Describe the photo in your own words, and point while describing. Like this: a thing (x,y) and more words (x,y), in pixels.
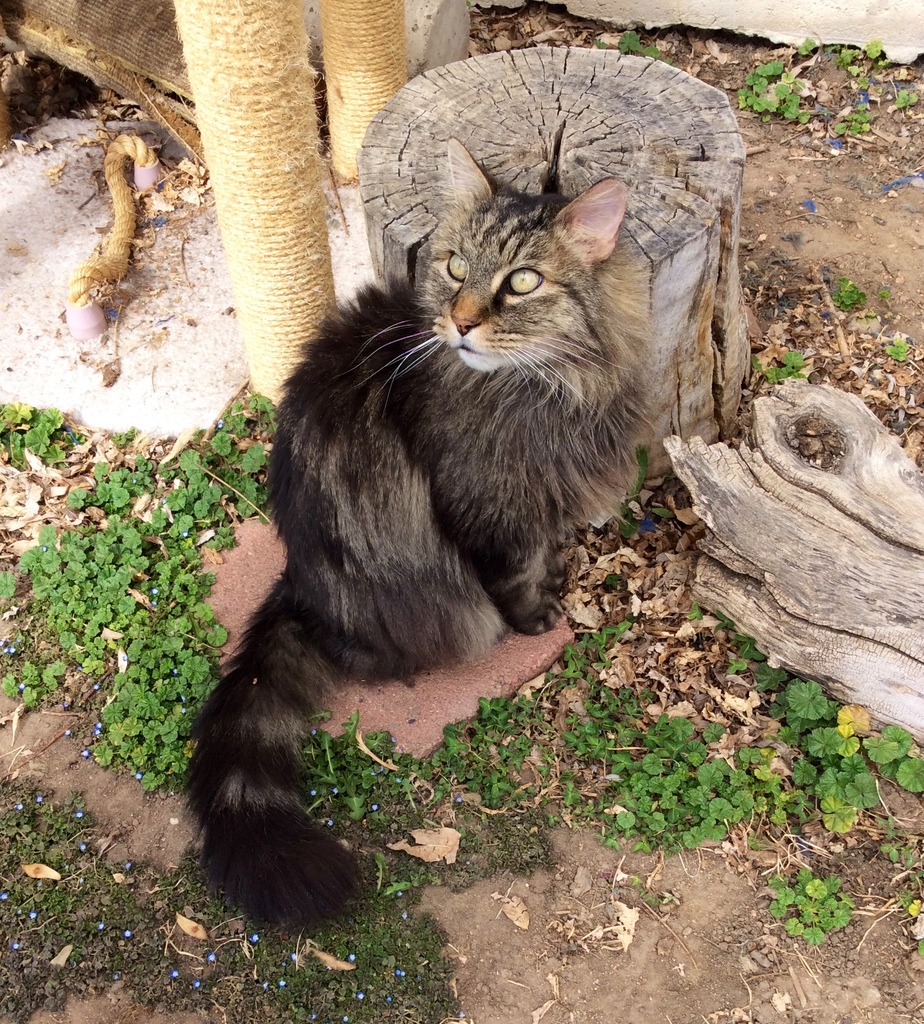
In this picture there is a cat (337,308) in the center of the image (462,434) and there is a log (390,169) at the top side of the image (675,304), there are baby plants (137,698) on the ground (154,603).
